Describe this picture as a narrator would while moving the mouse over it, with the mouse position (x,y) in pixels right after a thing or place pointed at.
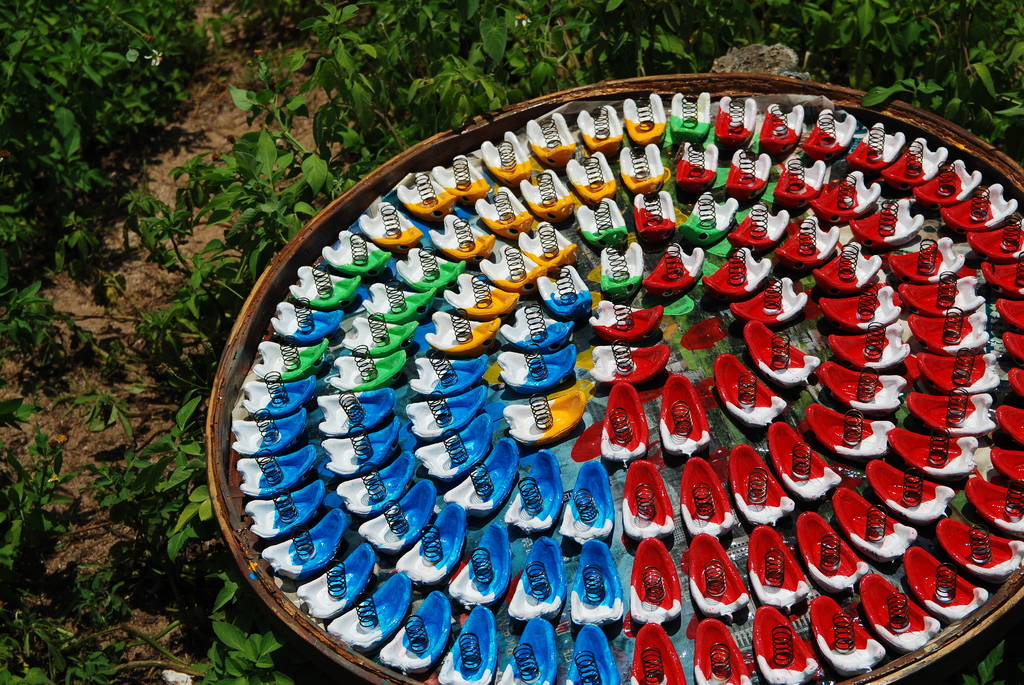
In this images we can see objects (600,348) with springs (615,358) on them and formed circles (645,364) in a big plate (660,362). In the background (576,29) there are plants (576,29) on the ground (98,563).
